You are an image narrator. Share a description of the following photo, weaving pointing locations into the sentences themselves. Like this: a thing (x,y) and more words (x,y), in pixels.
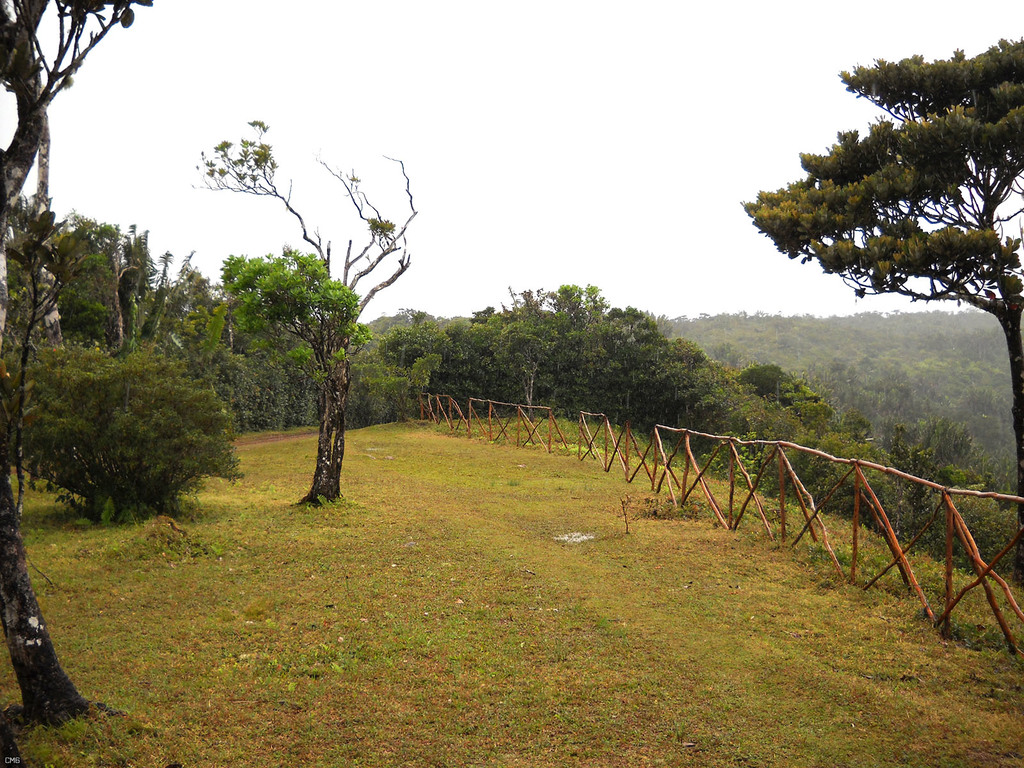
In this image we can see trees (559,368), wooden fence (614,467) on the ground (525,543) and sky (577,95) in the background (550,95).
